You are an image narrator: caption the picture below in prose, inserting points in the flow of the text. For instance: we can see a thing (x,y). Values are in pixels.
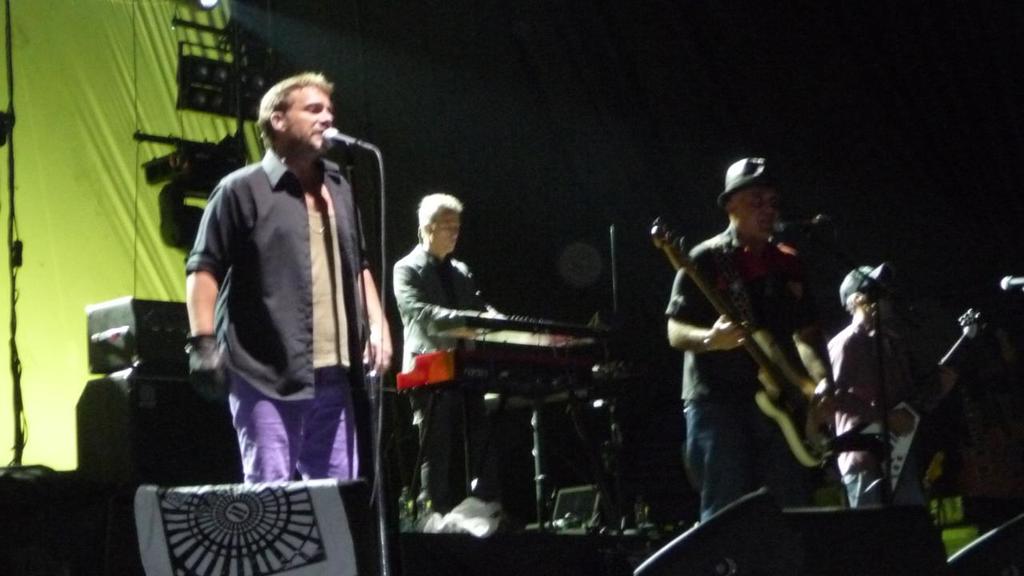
In this picture we can see four men (287,345) on stage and they are playing musical instruments (492,384) such as guitar (889,437), piano (561,347) and on left side (272,214) person (275,223) singing on mic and in the background (410,445) we can see cloth (104,58) and it is dark.
